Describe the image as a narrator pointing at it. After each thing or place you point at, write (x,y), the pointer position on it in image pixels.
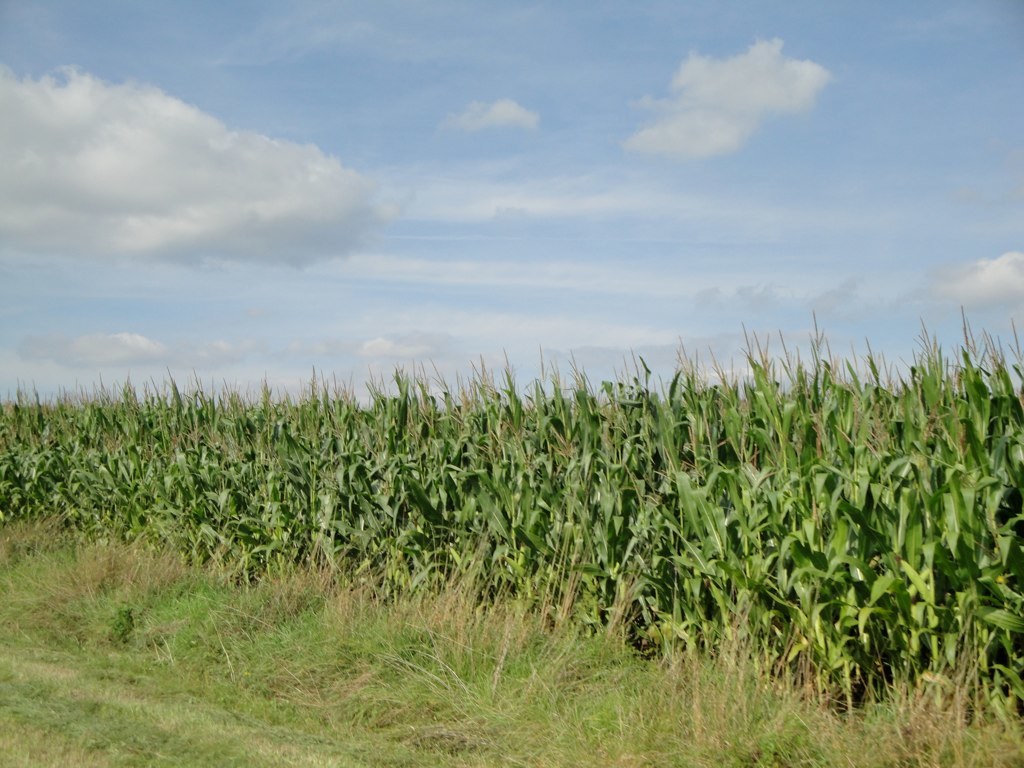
In this image we can see a group of plants (353,509) and the grass (413,621). At the top (527,214) we can see the sky (388,72).
